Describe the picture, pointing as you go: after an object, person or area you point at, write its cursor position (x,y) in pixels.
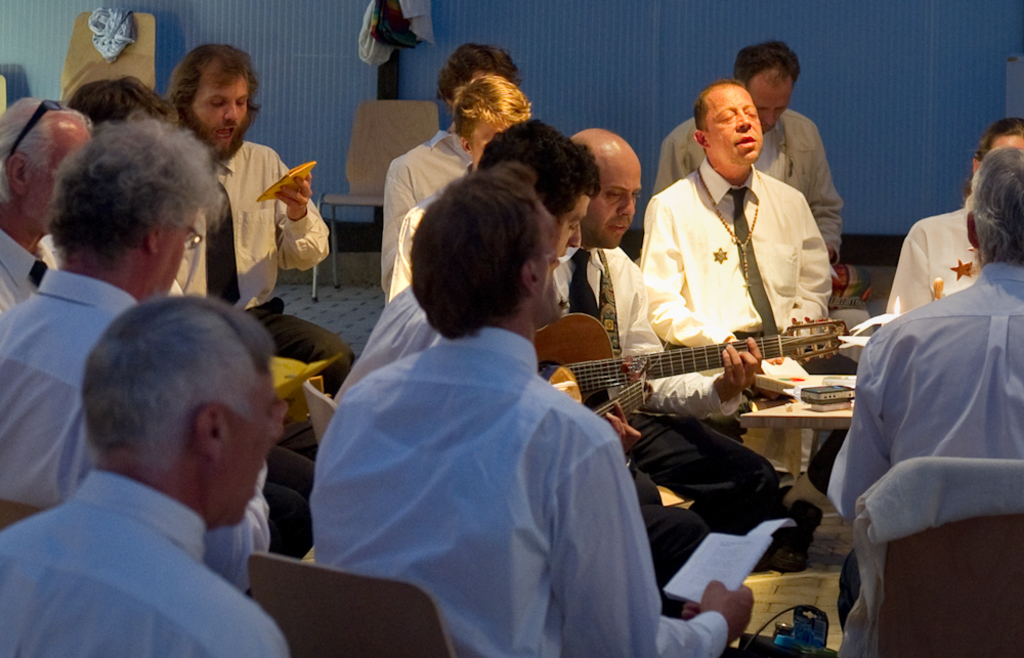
In this image we can see a few people (55,614) who are sitting and they are praying. Here we can see a person (621,146) sitting on a chair (663,486) and he is playing a guitar (649,359).
